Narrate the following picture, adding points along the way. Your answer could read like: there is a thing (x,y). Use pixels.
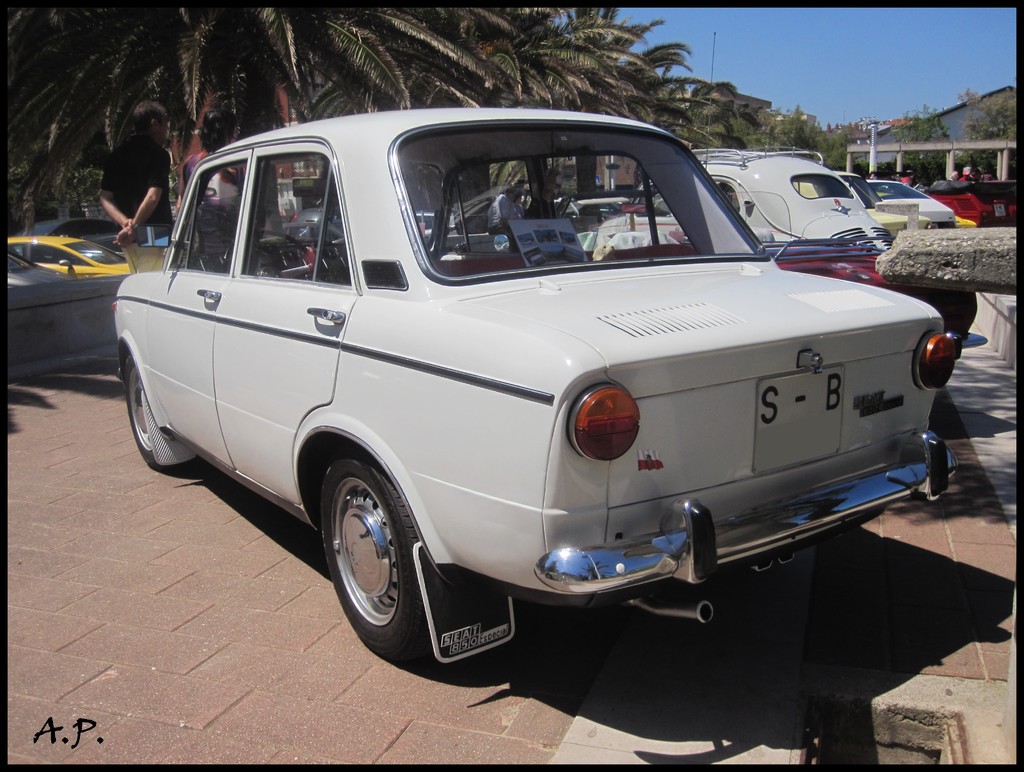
In this picture I can see few vehicles (793,259) in the middle (541,279), on the left side (139,107) I can see a person (130,210). In the background (1011,95) there are trees (234,17), on the right side (860,138) I can see few buildings (851,136), at the top (848,55) there is the sky (865,84), in the bottom left hand side (58,733) I can see the text (73,735).
